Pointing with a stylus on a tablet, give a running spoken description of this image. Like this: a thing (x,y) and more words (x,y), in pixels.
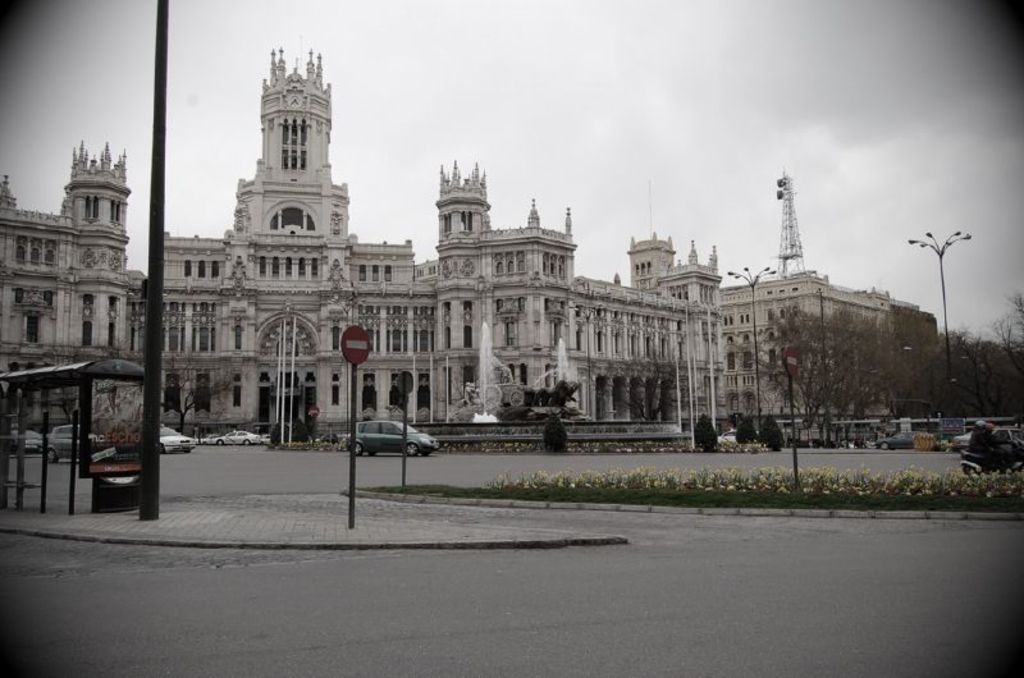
In this picture we can see cars (891,443) on the road (208,489), poles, plants (821,479), buildings (694,317) with windows (656,339), trees (1022,313) and in the background (372,118) we can see the sky (752,78) with clouds (659,105).
